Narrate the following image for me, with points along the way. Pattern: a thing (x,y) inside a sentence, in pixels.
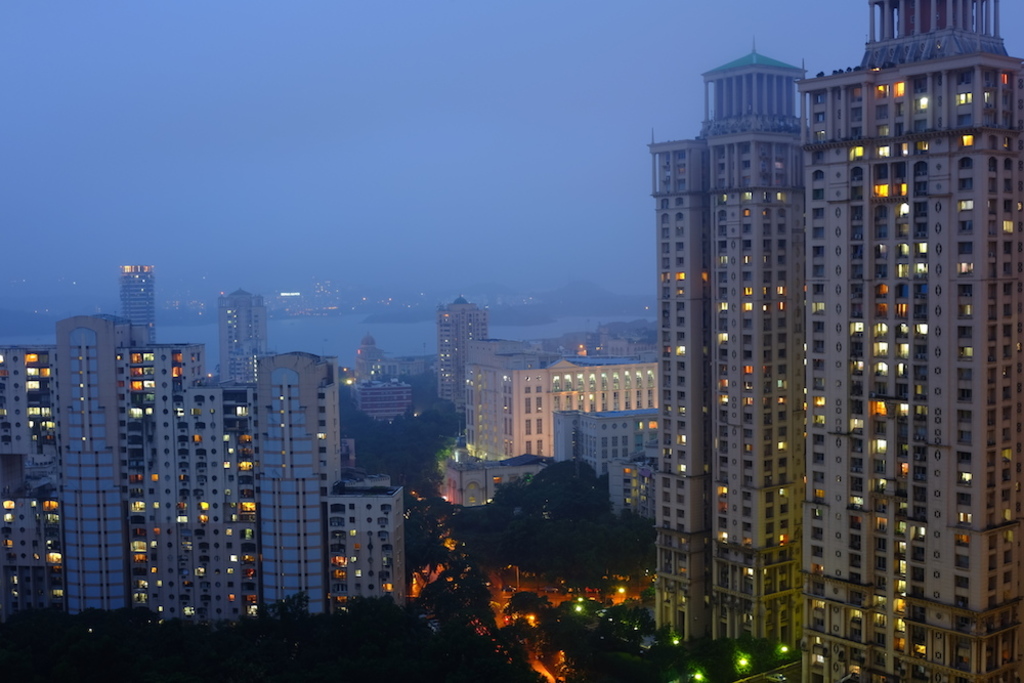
In this image we can see a group of buildings (195,429). Inside the building (451,352) we can see the lights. At the bottom (437,491) we can see a group of trees (546,645). Behind the buildings (459,365) we can see the water (272,331) and buildings (251,311). At the top (492,69) we can see the sky (238,124).
